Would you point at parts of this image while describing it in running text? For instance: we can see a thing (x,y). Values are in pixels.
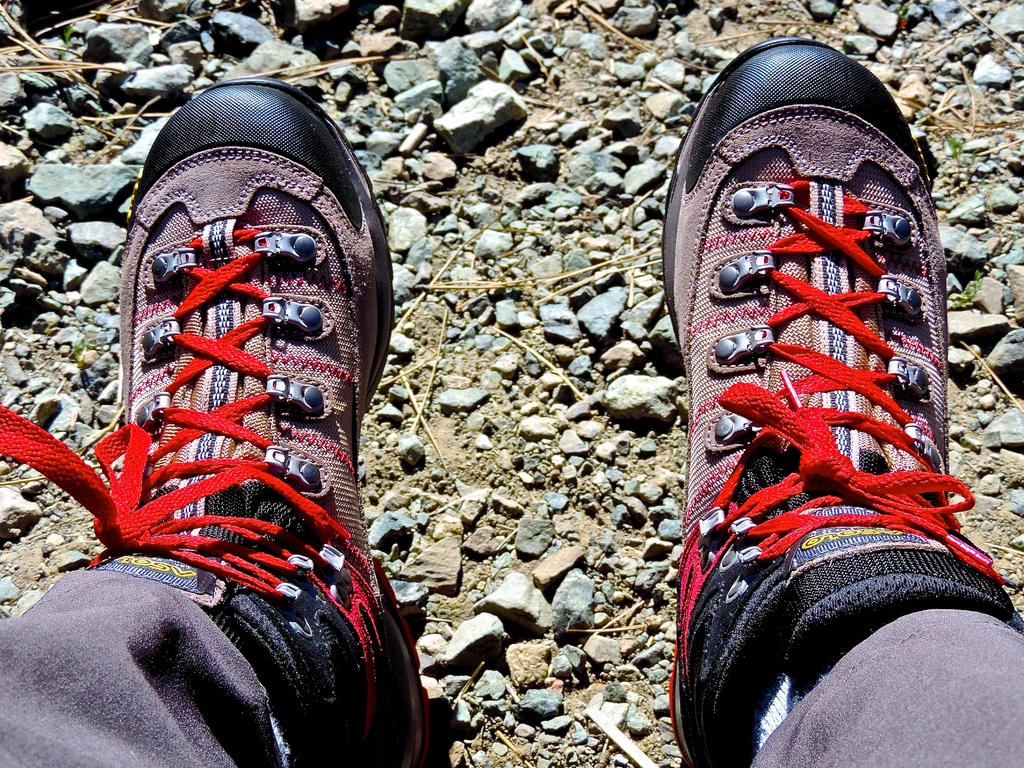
In this picture I can see a human (205,611) wore shoes (333,447) and I can see stones (488,352) on the ground (968,279).
